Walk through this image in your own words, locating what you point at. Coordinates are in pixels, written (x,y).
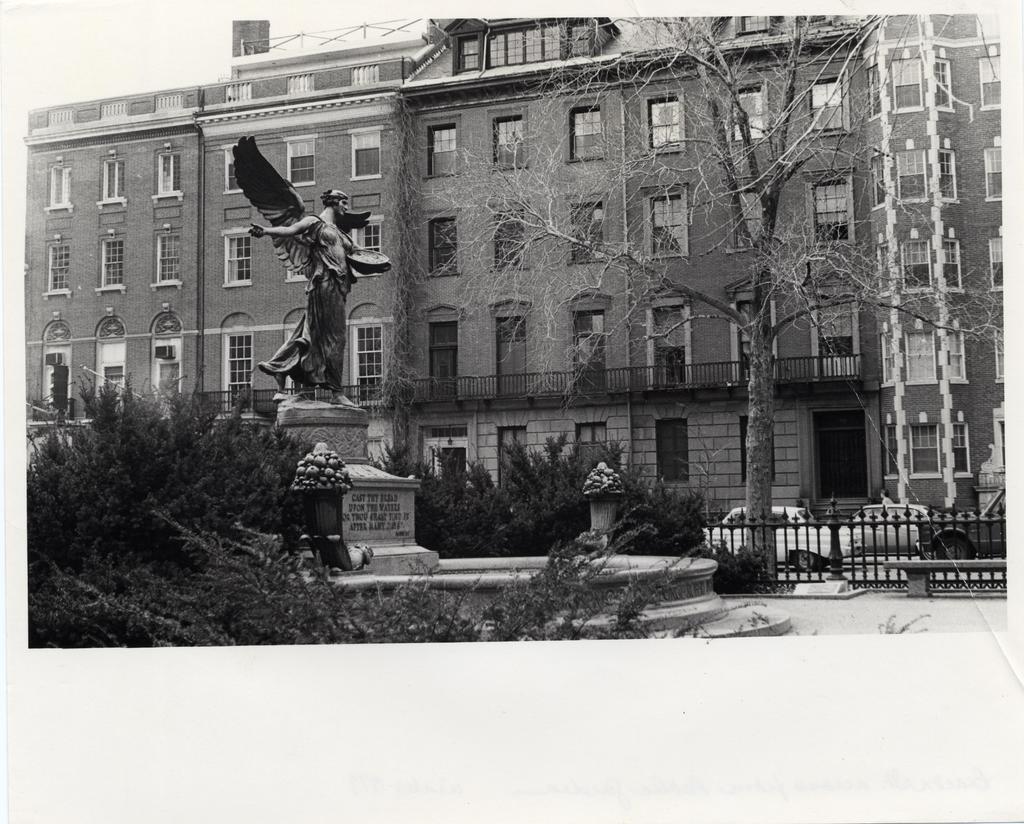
In this picture, we can see a poster (429,368), we can see building (697,248) with windows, we can see statue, and text (354,500) on an object (363,532), trees (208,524), plants (255,543), ground (828,597), a few vehicles (816,551), fencing (836,554), and poles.
